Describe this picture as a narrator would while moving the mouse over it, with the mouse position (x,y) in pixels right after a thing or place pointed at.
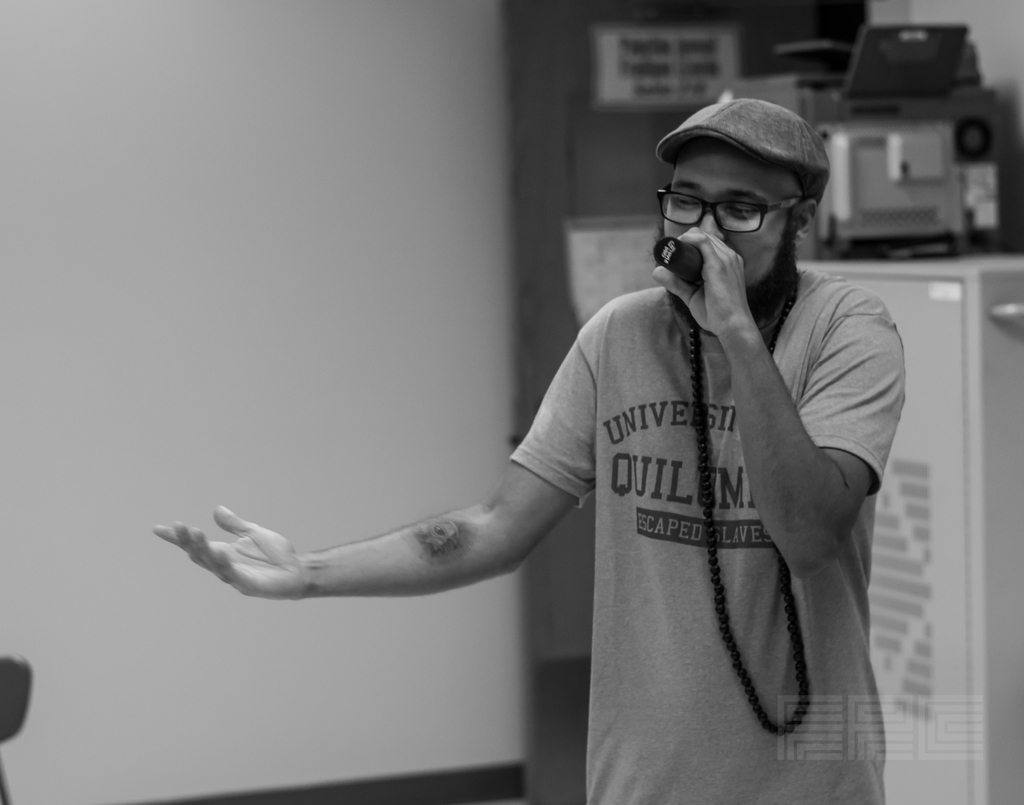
In this image person (656,634) is singing by holding the mike (691,251). At the back side (955,725) there are few objects (838,94).
